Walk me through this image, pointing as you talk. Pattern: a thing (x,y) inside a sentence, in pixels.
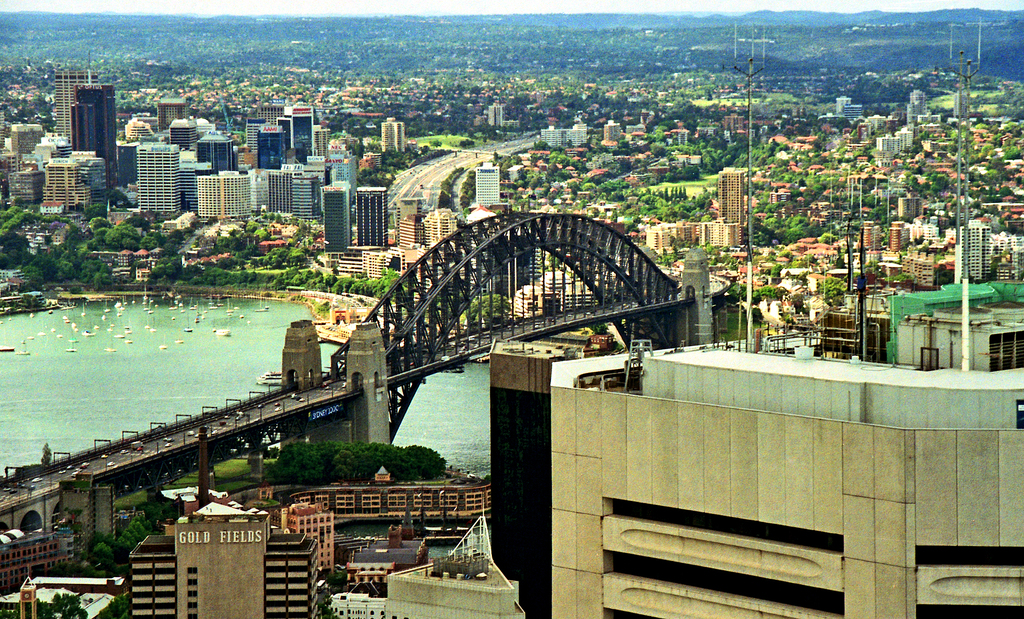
In this picture we can see buildings (67,180), trees (198,273), bridge (232,414), water (227,372), vehicles (127,451) and poles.
